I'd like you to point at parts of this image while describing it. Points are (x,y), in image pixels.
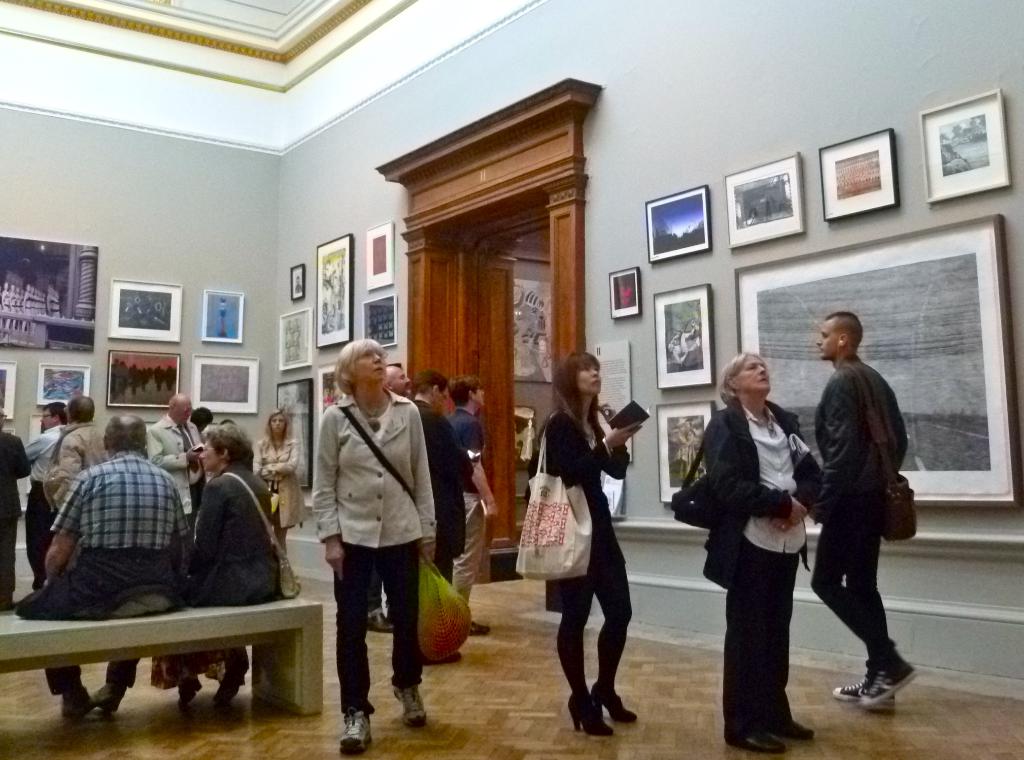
In this image I can see there are few persons (624,459) standing on the floor (467,692) and I can see there are two persons (174,559) sitting on the bench (125,640) on the left side (97,525) and I can see the wall (974,73) and there are so many photo frames (845,195) attached to the wall (829,136).
